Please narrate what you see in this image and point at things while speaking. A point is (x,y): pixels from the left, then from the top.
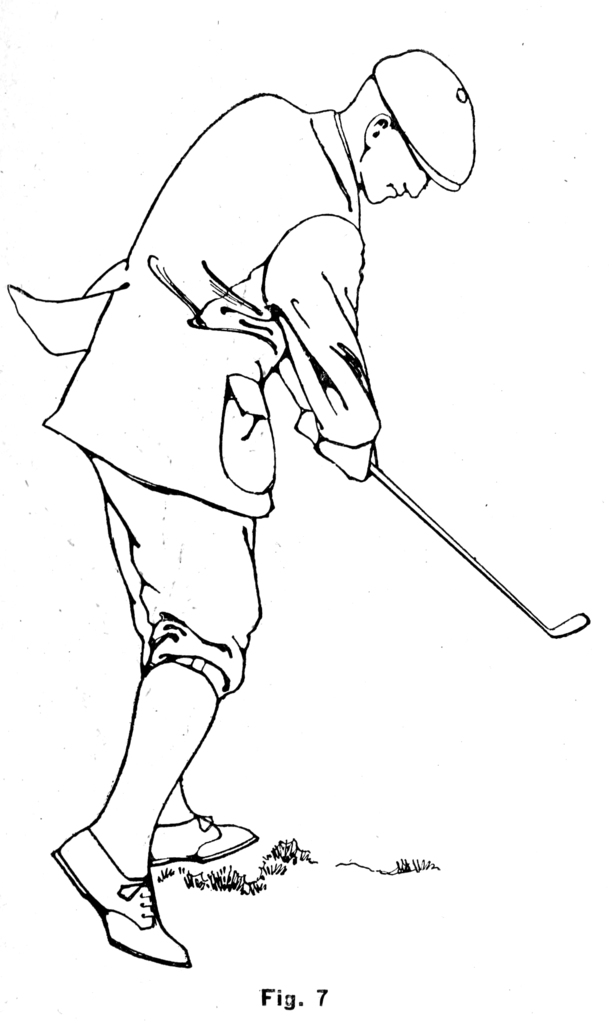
In this image we can see a drawing (397,735), there a man (147,368) is standing and holding a stick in the hand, the background (407,941) is white.
